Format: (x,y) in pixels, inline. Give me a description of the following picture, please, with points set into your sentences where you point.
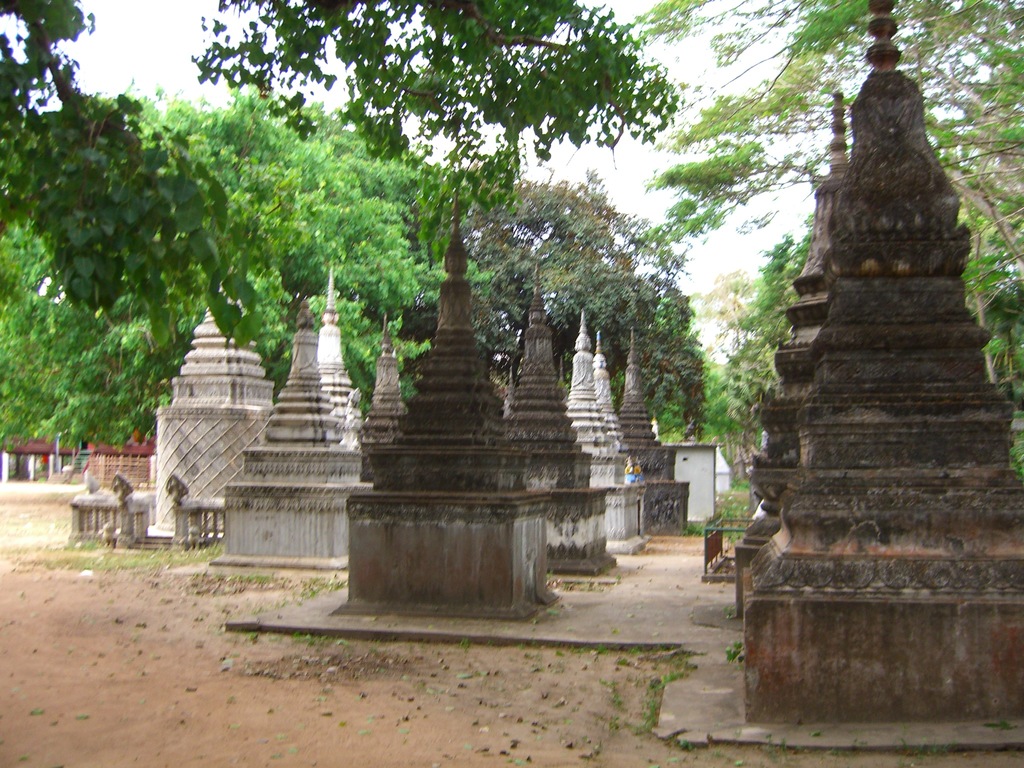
In this picture we can see some group of temples (537,407) in one place, around we can see some trees (62,225) and sheds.
